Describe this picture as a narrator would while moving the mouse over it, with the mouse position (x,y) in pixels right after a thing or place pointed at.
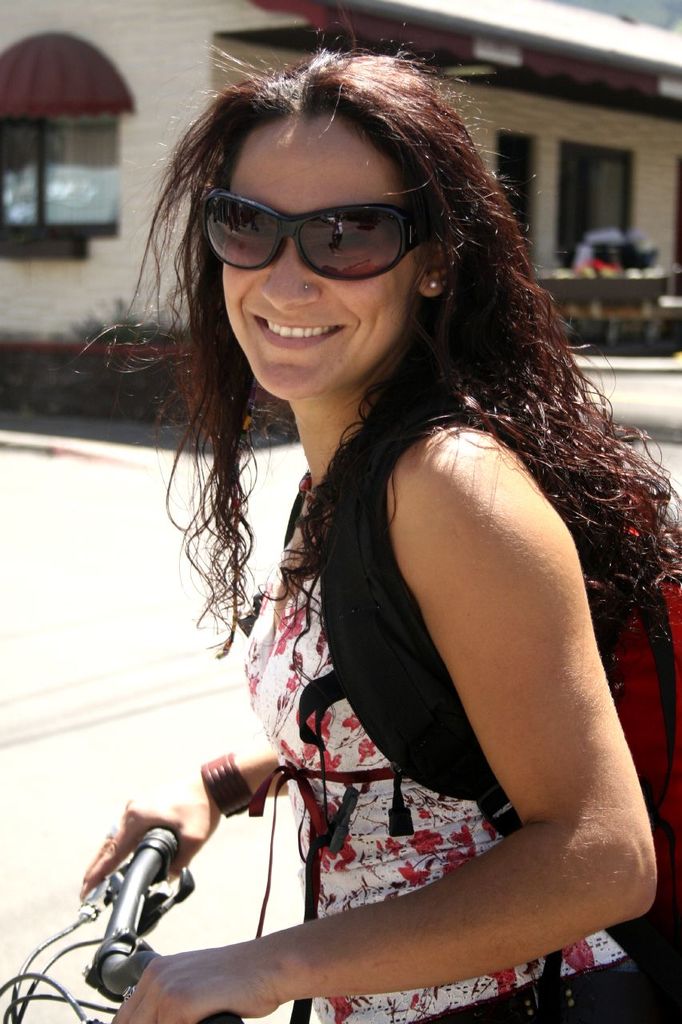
In this image I can see a woman (465,547) wearing white, red and black colored dress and black and red color bag (669,694) is standing and holding a bicycle (171,832) in hands (99,848). I can see the blurry background (93,388) in which I can see a house (23,111).
